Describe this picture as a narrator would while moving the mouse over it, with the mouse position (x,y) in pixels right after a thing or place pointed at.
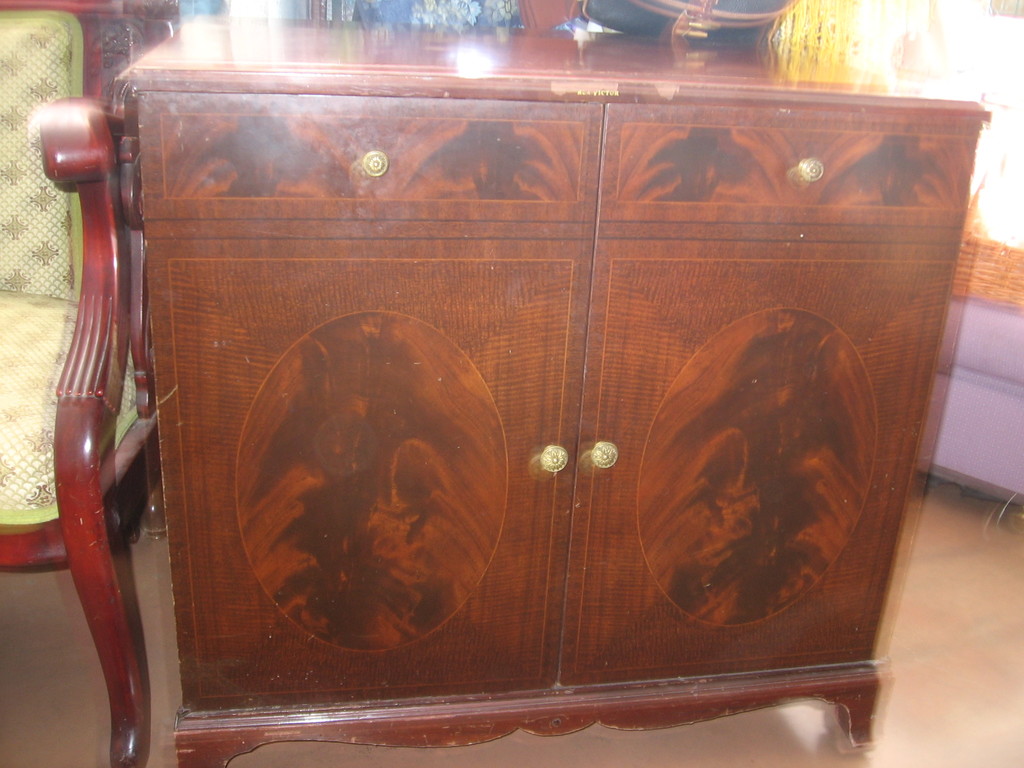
In this image we can see a cupboard (552,354). There is a chair (117,289) on the left side of the image (21,360). At the bottom of the image (938,649), we can see the floor (695,753). At the top of the image (712,43), we can see an object (678,9).
